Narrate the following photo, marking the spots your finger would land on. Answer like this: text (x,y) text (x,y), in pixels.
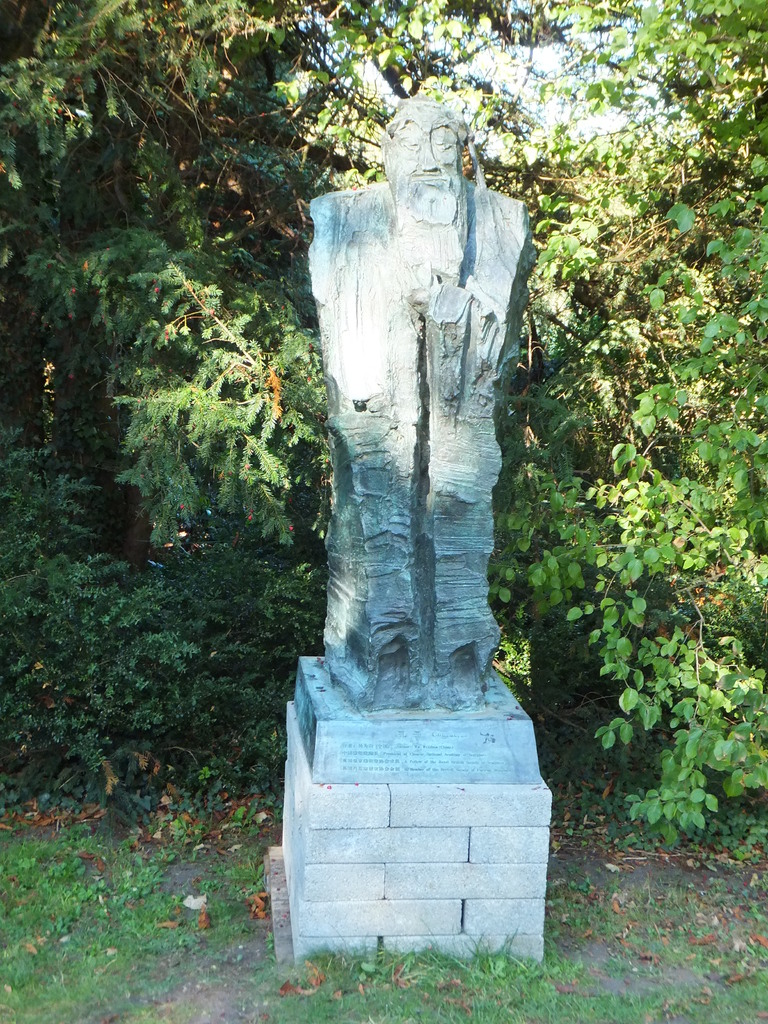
In this picture can see a statue (446,356) of a person (443,449). On the bottom (310,830) we can see a brick wall (421,903). On the back (580,184) there is a tree (587,407). Here it's a sky (483,67). On the bottom left corner (87,871) we can see grass (49,966).
